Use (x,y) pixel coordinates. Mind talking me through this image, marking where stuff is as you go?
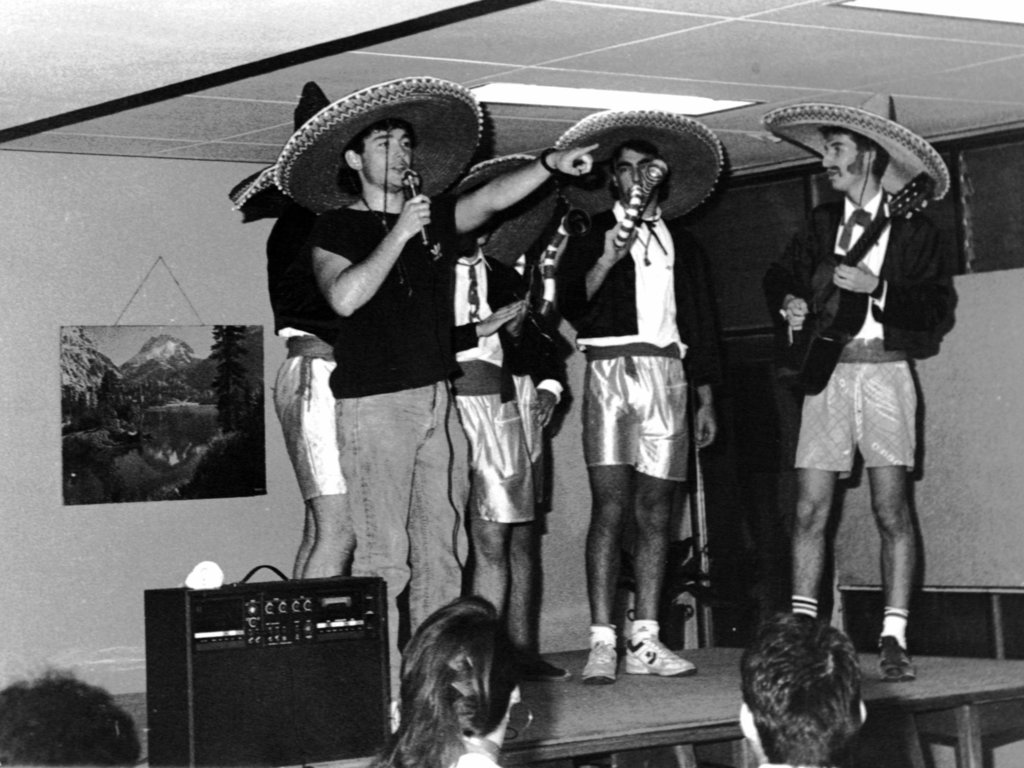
In this picture I can see a five person (668,331) who are standing on the stage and they are holding a mic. Beside them there is an amplifier (338,588). At the bottom (791,704) there are three person (504,728) were watching the show. On the left (170,335) there is a painting (233,377) which is hanging from this nail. At the top (544,101) there is a light (566,93).
